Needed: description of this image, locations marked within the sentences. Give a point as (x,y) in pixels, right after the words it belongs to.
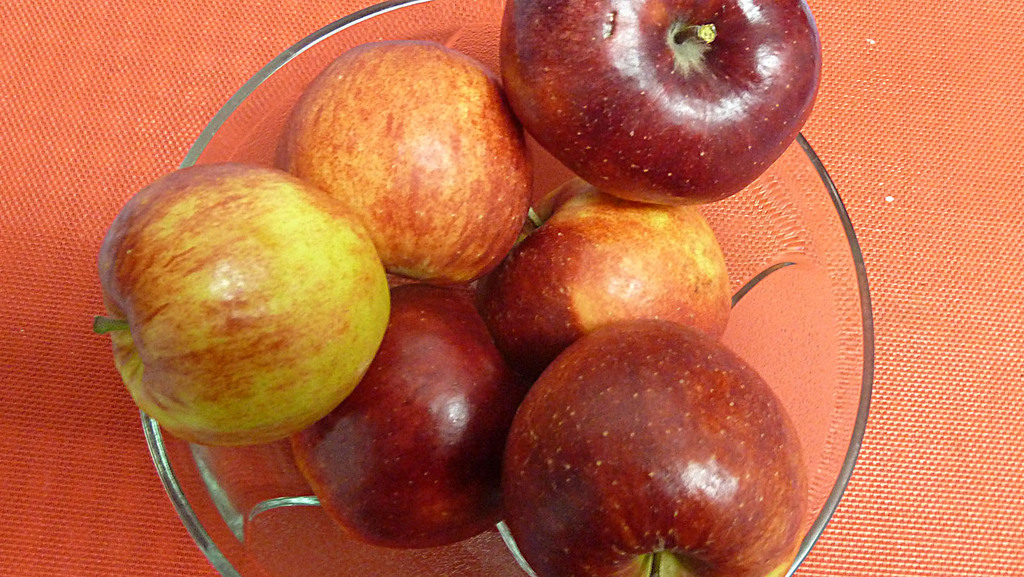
In the center of the image (441,227) we can see apples (569,398) in bowl (301,561) placed on the table (114,455).
